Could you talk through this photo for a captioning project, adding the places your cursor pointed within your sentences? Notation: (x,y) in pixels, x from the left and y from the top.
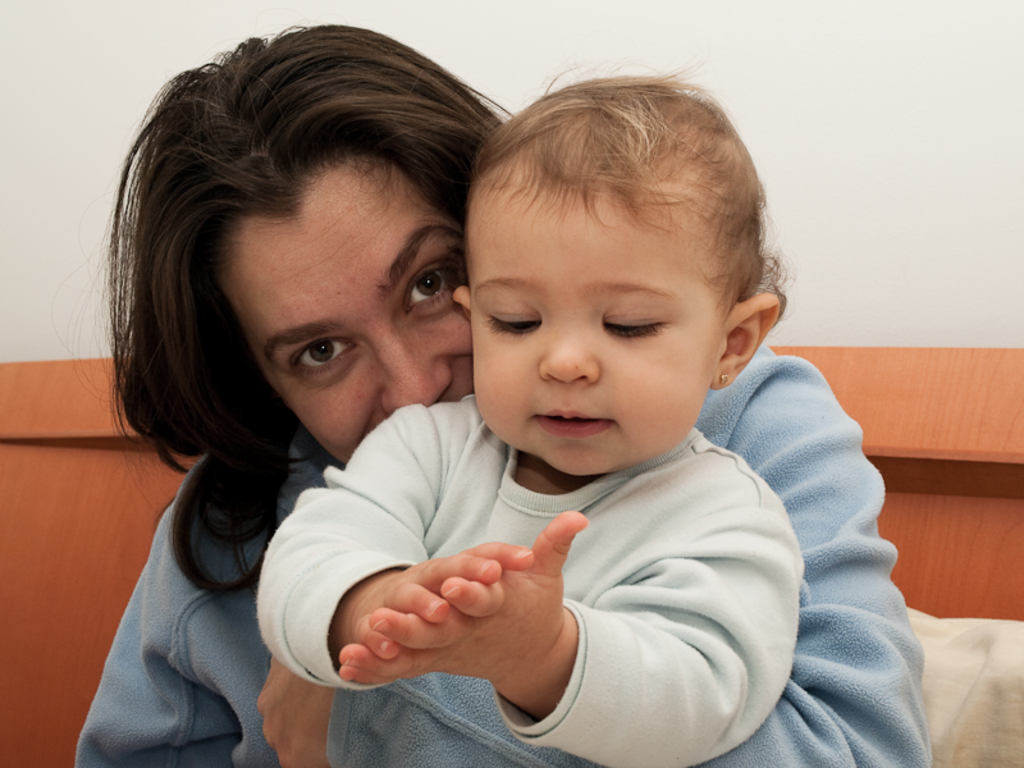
In this image, we can see a woman (354,283) is holding a baby (572,620) and seeing. Background (952,654) we can see a wooden board (950,528), cloth (952,624) and white wall (880,200).
